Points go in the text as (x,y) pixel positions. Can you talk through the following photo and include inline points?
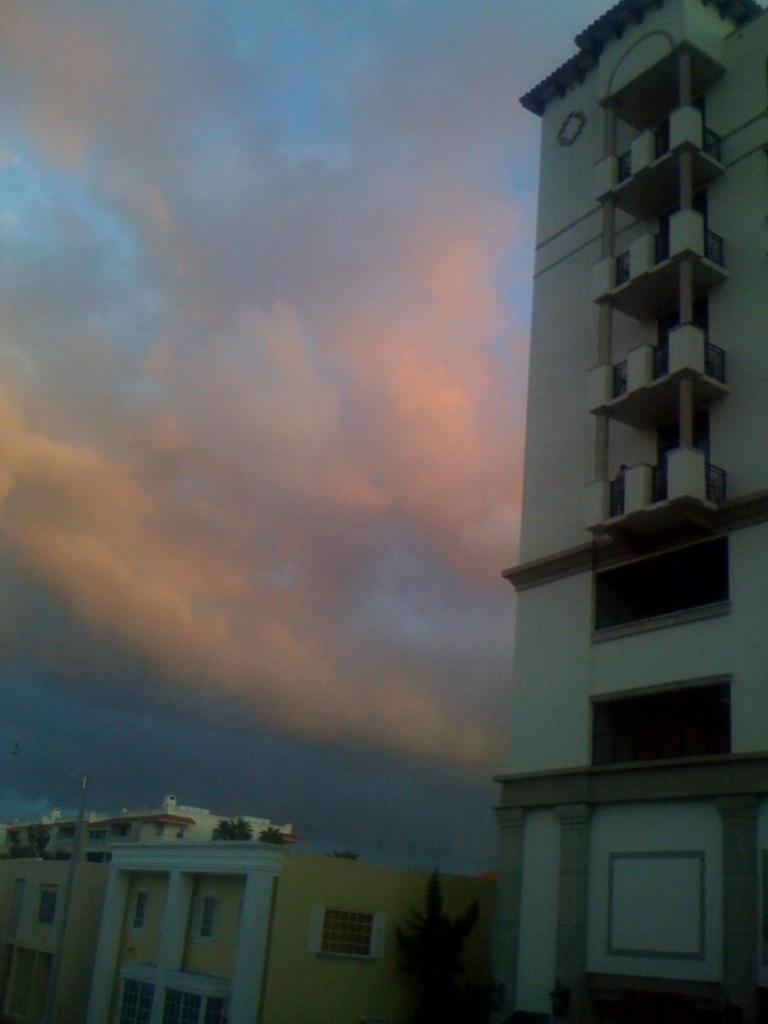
In this image we can see a group of buildings (498,885), a pole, tree (446,950) and in the background (492,301) we can see the cloudy sky (266,383).
